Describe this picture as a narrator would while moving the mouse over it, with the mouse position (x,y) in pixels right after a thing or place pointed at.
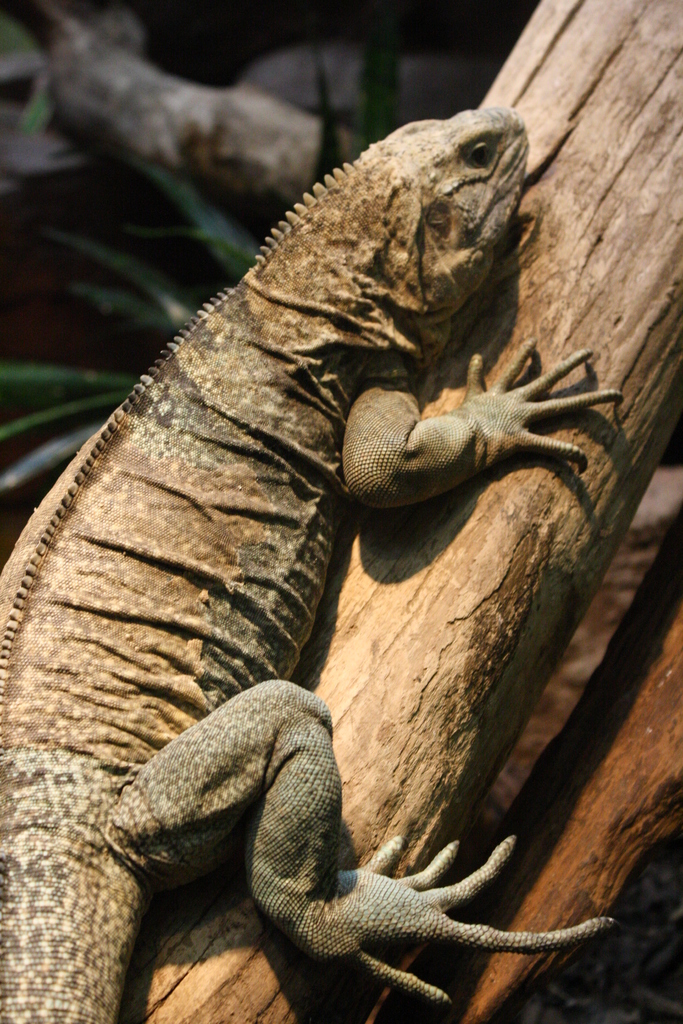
In this image we can see a type of a lizard (219,513) on a wood (423,535). In the background (155,208) it is blur.
